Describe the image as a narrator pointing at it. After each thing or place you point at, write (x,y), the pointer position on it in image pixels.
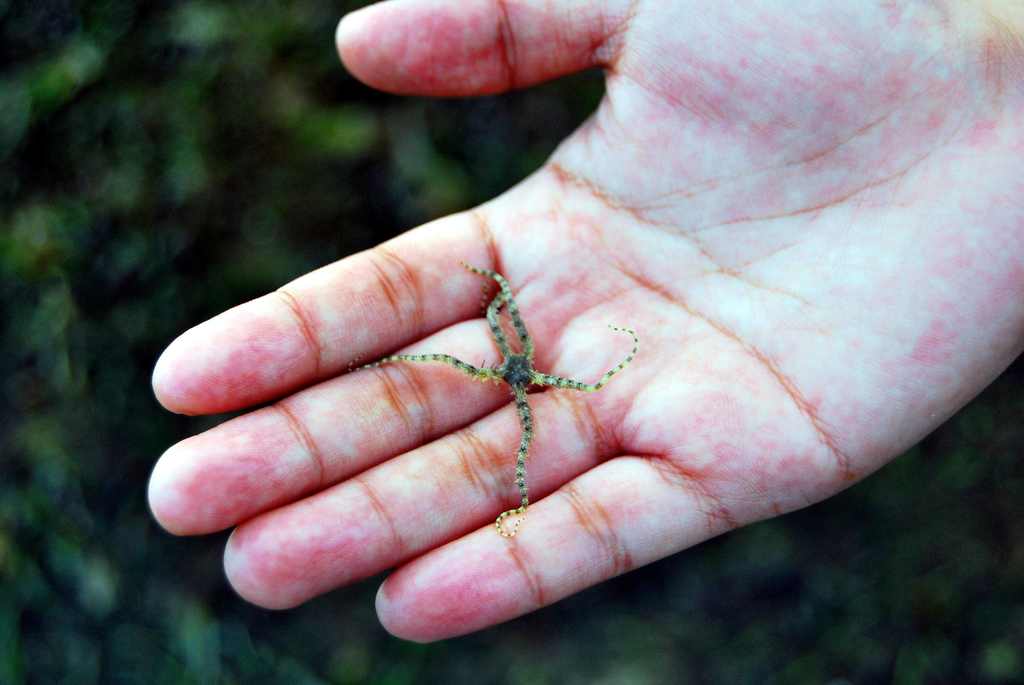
In this image we can see a brittle star (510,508) on the hand (648,325) and in the background (231,173) we can see the blur.
